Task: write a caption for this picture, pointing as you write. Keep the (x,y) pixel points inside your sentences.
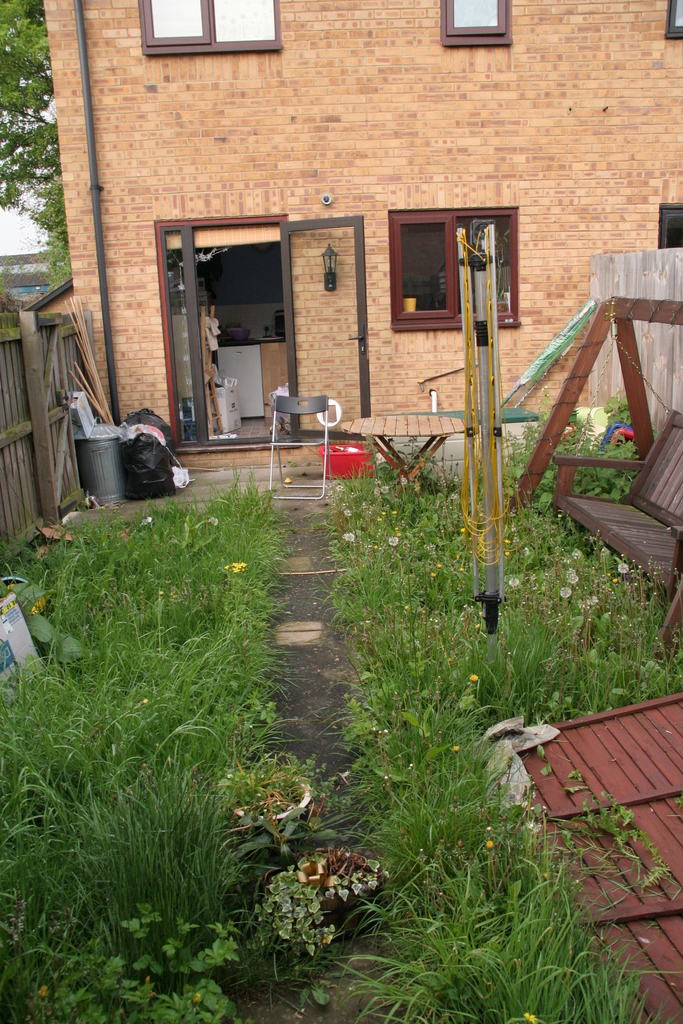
At the bottom of the picture (260,761), we see grass (164,874) and herbs (420,643). On the right side (610,507), we see a bench (610,507) and a brown color railing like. We even see a thing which looks like a pole (489,291). Behind that, we see a table (417,471), chair (304,442) and a red color tub (356,459). On the left side (159,494), we see a plastic cover (149,472) and a grey color tin (100,468). Beside that, we see a wooden fence (14,413). In the background (315,216), we see a building (184,270) and trees (32,53). This building (311,161) has doors (343,222) and windows (438,317).
